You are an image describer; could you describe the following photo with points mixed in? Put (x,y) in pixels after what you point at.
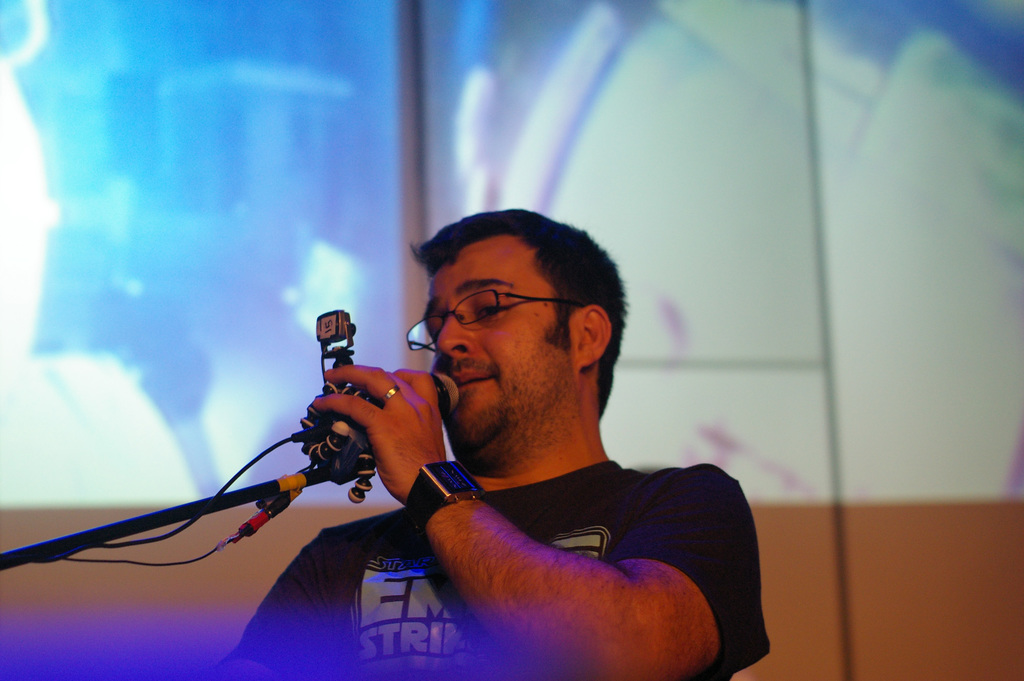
In this picture there is a man (438,555) wearing black color t-shirt (358,555) is standing and singing in the microphone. Behind there is a projector screen (180,250).
